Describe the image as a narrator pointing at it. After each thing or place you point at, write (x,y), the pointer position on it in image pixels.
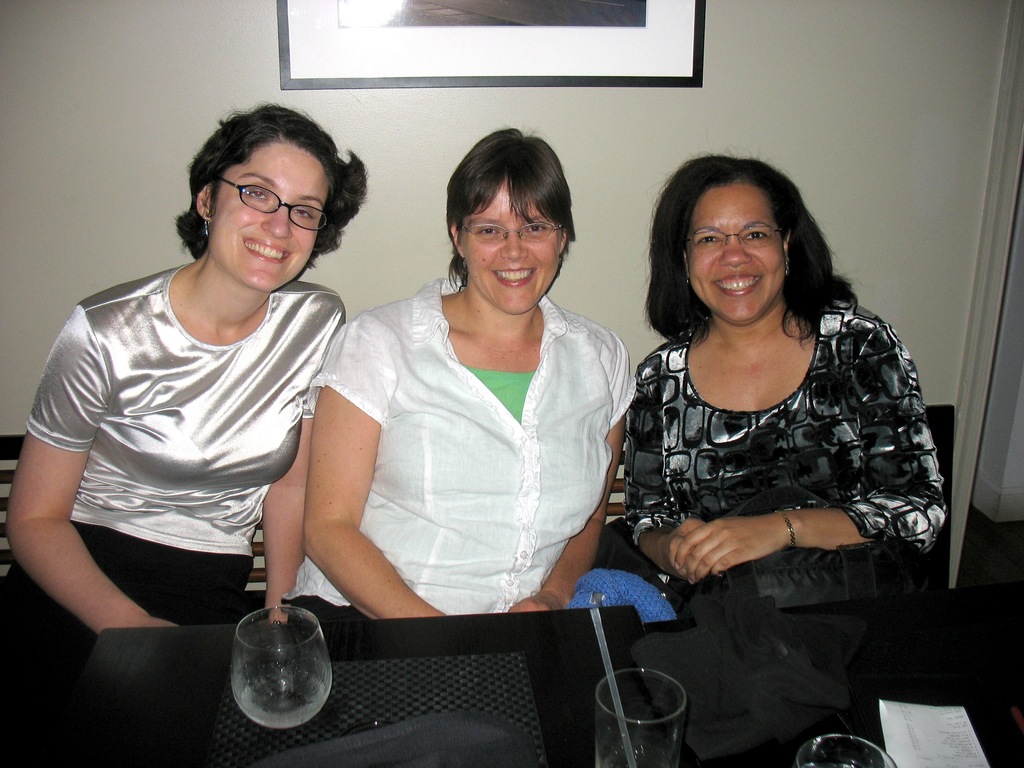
This picture shows three women (485,402) seated and we see three of them wore spectacles (534,231) and we see glasses (664,718) and a paper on the table (836,720) and we see a photo frame (499,76) on the wall (731,13) and we see a woman (825,537) holding a bag (794,554) with her hands (675,559).
